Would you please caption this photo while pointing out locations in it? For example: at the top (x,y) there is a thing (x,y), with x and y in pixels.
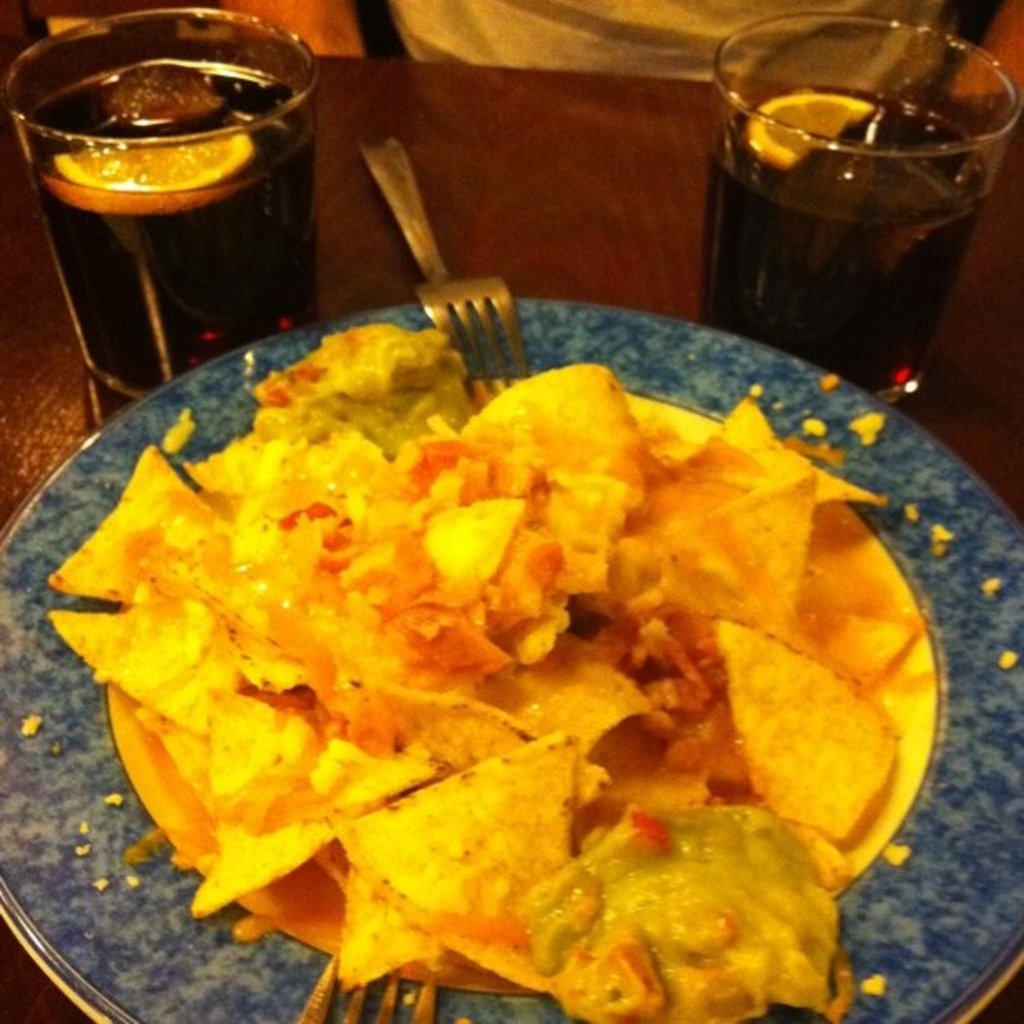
Here in this picture we can see a table (905,400), on which we can see a plate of food (258,560) and a couple of fork spoons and a couple of glasses (200,194) of cool drinks (227,244) present on it over there.
